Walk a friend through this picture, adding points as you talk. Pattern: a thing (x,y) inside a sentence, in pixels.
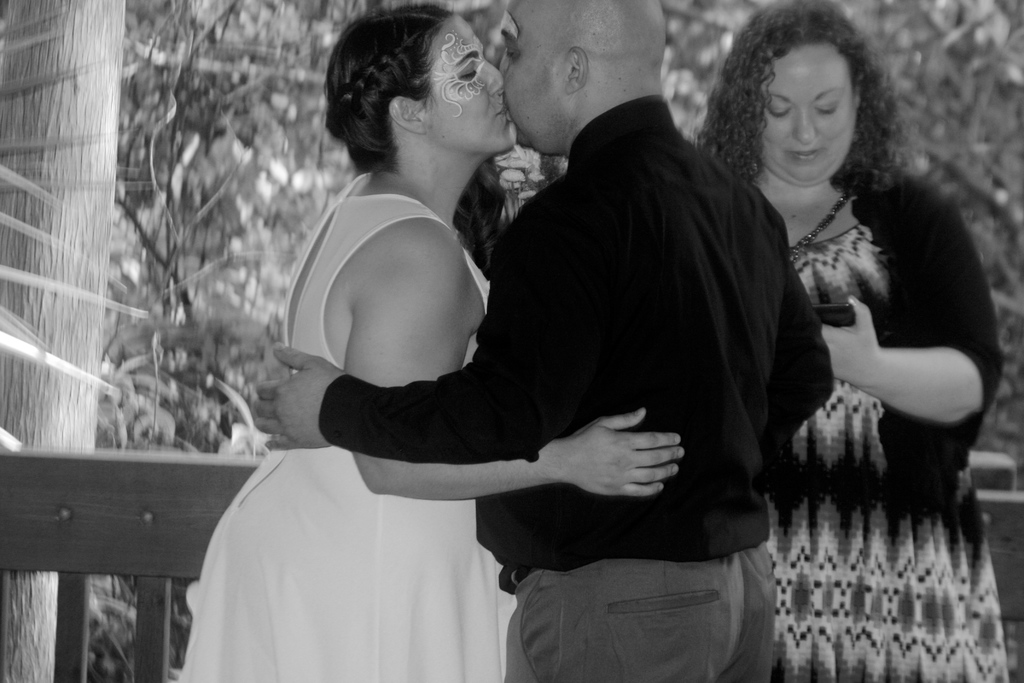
This is a black and white image. In the center of the image (530,436) we can see two people (386,310) are standing and kissing each other. On the right side of the image (750,113) we can see a lady (928,658) is standing and holding a mobile (848,321). In the background of the image (10,486) we can see the trees (2,194) and railing (204,480).
